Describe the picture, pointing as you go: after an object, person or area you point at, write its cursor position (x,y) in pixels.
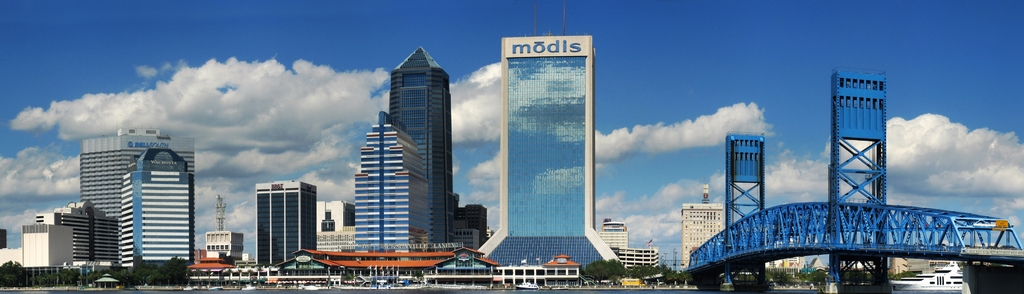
These are the buildings (136,216) and skyscrapers (573,171). This looks like a bridge (864,248), which is blue in color. At the bottom of the image (306,286), I can see the boats (324,286) on the water (536,290). These are the trees (623,273). I can see the clouds (273,101) in the sky (659,3). On the right side of the image (943,287), that looks like a cruise ship (933,278).
